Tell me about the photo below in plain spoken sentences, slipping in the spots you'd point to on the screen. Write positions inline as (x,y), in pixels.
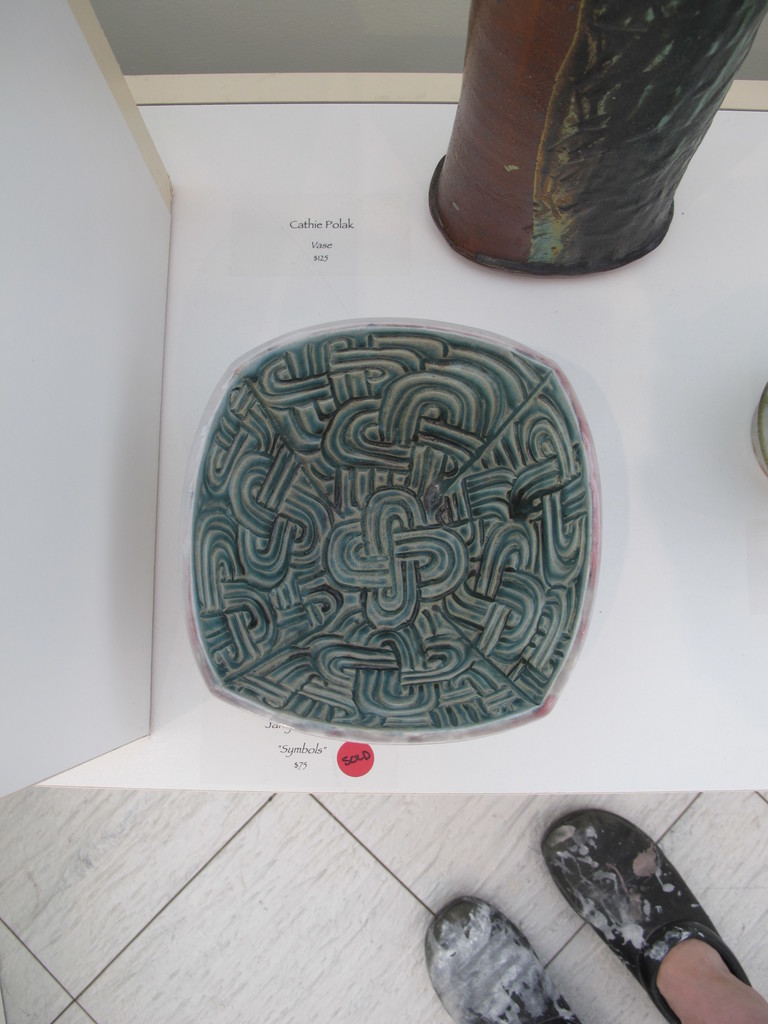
In this image, in the right corner (589,881), we can see legs (757,1009) of a person (754,1020) with chappal (634,920). In the middle of the image (352,600), we can see a table (213,229), on the table (201,231), we can see a pot (692,132) and a dish (350,680). On the left side of the table (182,245), we can also see a white color board (13,310).
